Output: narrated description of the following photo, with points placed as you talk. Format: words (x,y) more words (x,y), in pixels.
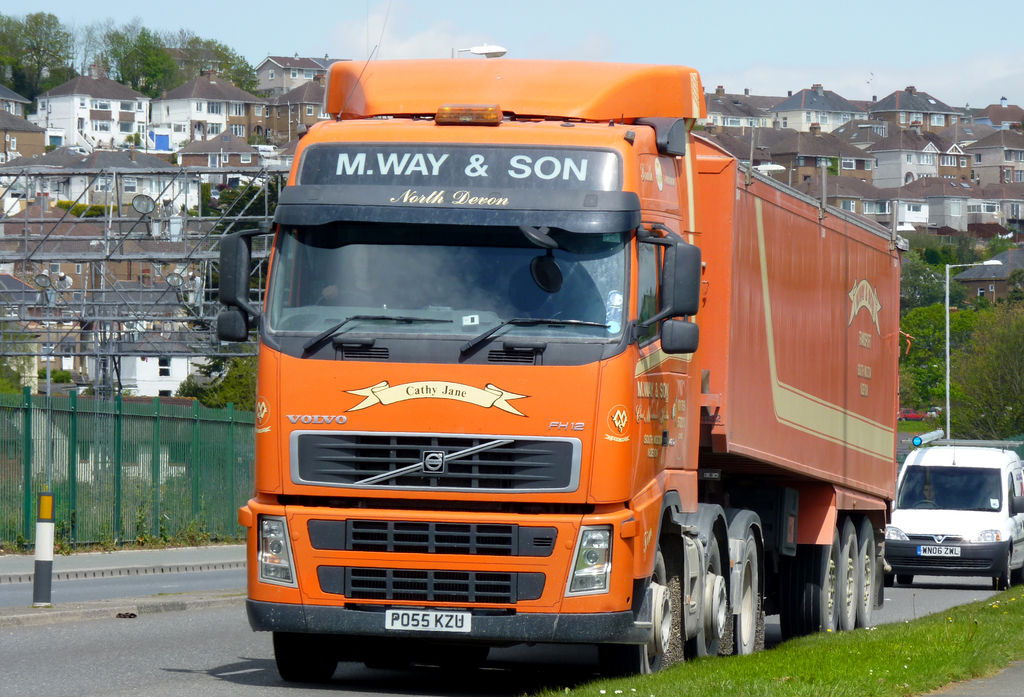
IN this picture i could see a big truck (653,455) moving on the road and at the back of the truck (639,522) there is small white van (979,515). In the back ground (188,108) there are number of houses (174,115) and a sky (638,29) and some trees (115,68).
